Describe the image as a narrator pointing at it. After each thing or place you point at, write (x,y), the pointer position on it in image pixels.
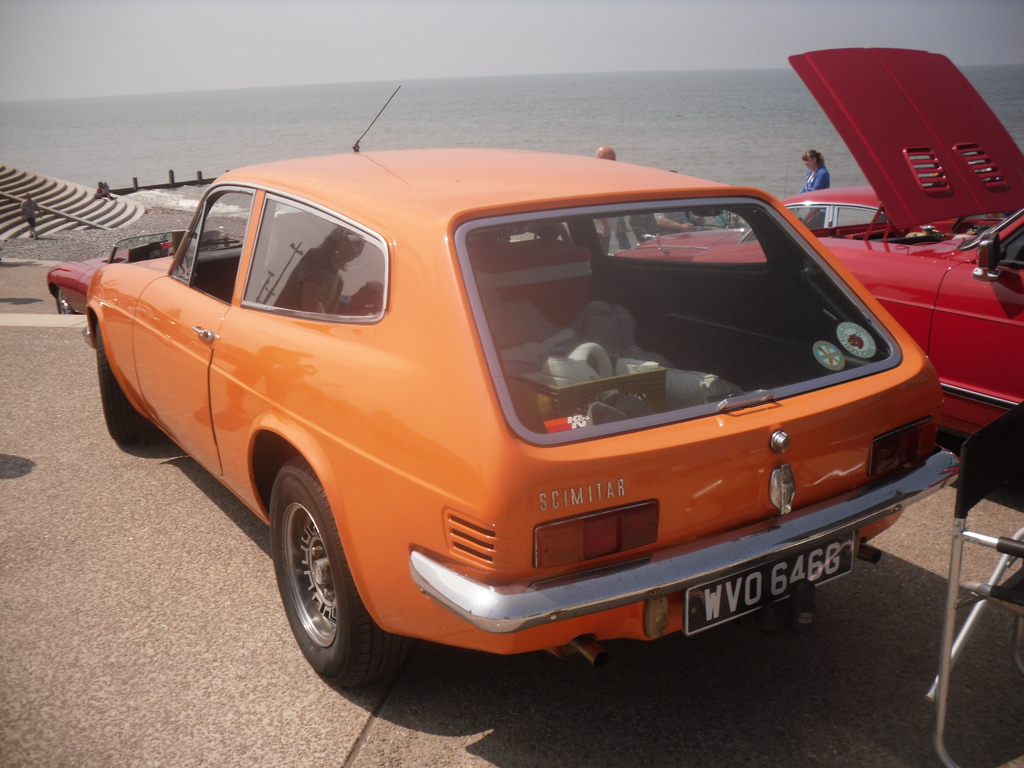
In this image we can see motor vehicles (417,444) on the floor (175,548), persons (30,221) standing, staircase (111,215), sea (355,111) and sky (528,38).
